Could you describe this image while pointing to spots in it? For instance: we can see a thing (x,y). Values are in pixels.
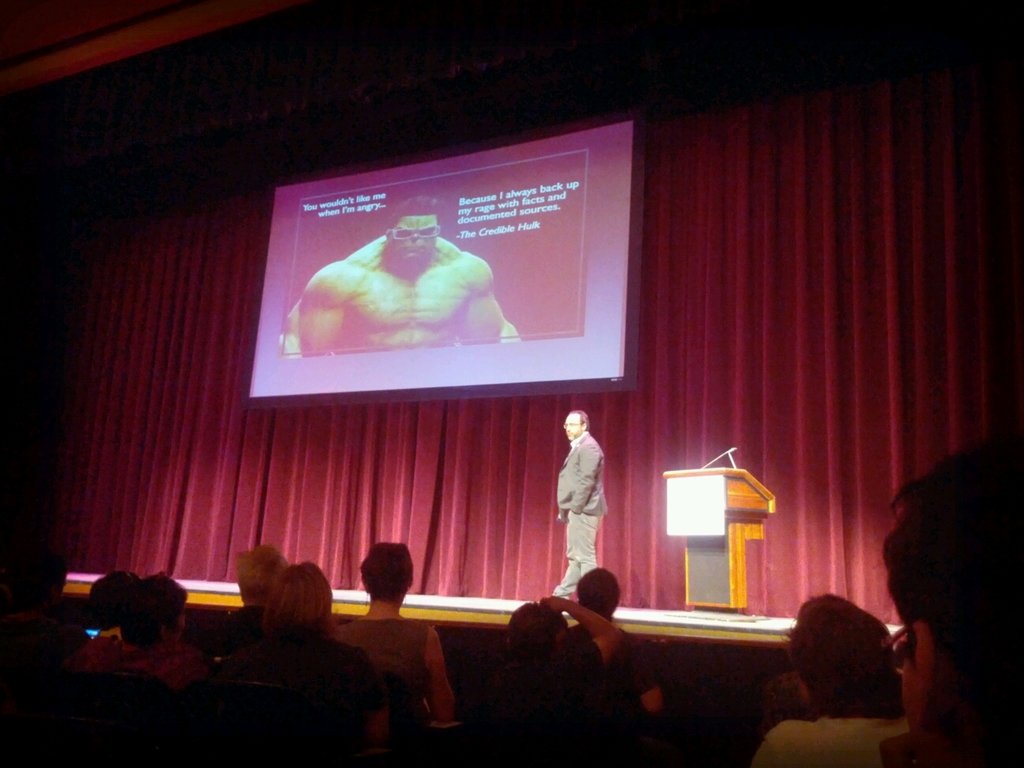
This picture is clicked in the concert hall (526,534). The man (574,536) in the middle of the picture (583,489) is standing. I think he is holding a microphone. Behind him, we see a podium (734,488) on which microphone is placed. At the bottom of the picture (508,711), we see many people (295,628) are sitting on the chairs (243,677). In the background (351,356), we see a projector screen (406,341) which is displaying something. Behind that, we see a sheet (346,438) in maroon color.
